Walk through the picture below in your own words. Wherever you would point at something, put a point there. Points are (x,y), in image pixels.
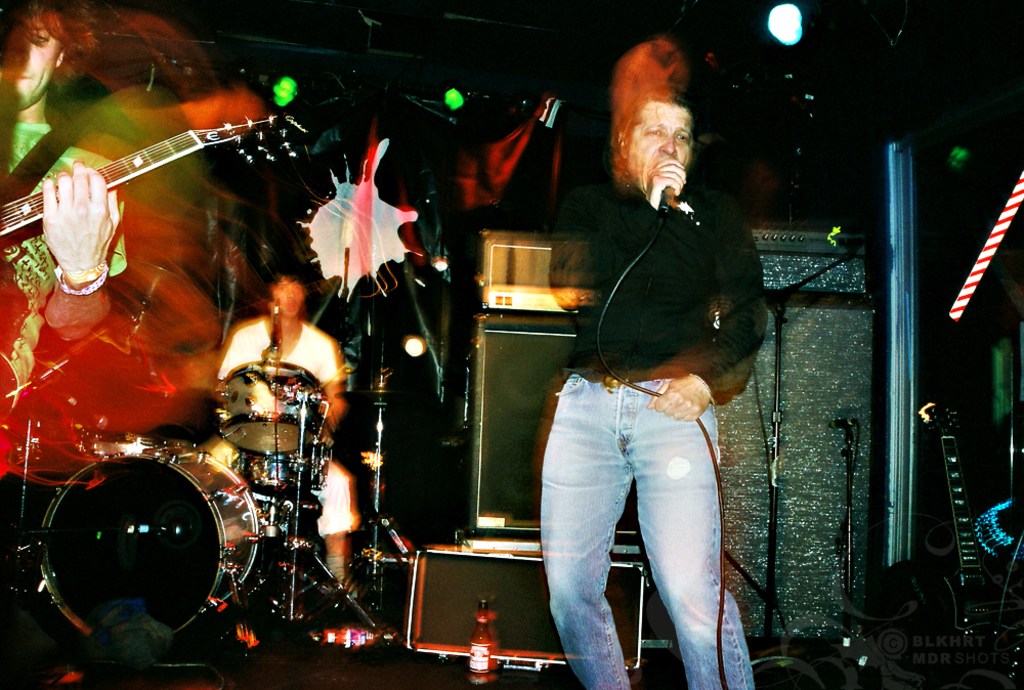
This picture describe a musical live performance on the stage (247,688) by three man (601,349), In center (634,295) a man (690,290) wearing black shirt (630,324) and blue jean (584,444) is singing on the microphone (666,215) he is holding in the hand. Beside a man (89,272) wearing green color shirt (41,250) is playing guitar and behind a man (307,354) wearing white color dress (317,346) is sitting and playing the band (249,445). Behind We can see some spot lights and brown color beer bottle (489,643) on the floor (816,667).
